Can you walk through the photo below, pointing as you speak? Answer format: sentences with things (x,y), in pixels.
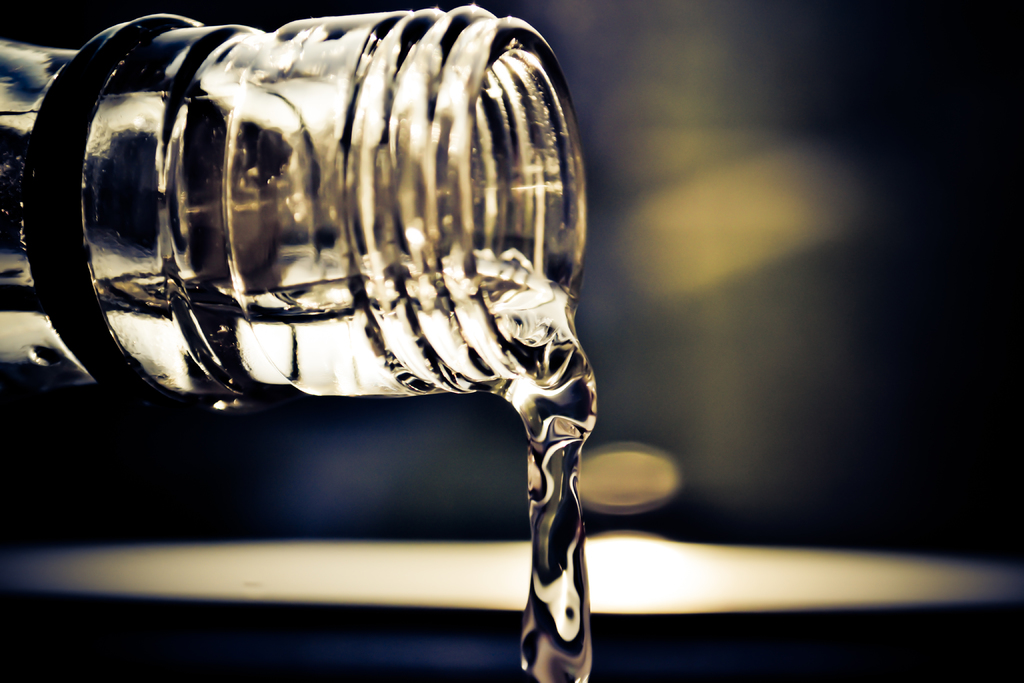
In this image we can see a flow of water (540,515) from the bottle (300,298).
